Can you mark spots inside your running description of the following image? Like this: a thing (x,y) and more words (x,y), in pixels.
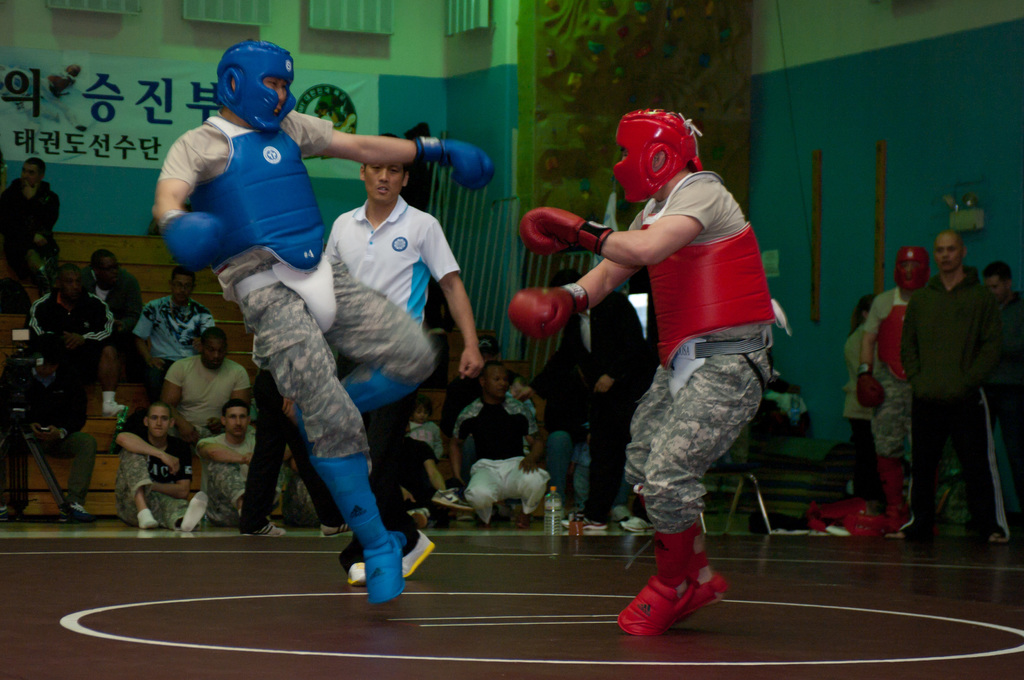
In the image there are two people (394,358) boxing with each other and behind them there are a group of people (72,286), in the background (720,171) there is a wall (746,171) and there is some banner (184,131) kept in front of the wall (808,357).
